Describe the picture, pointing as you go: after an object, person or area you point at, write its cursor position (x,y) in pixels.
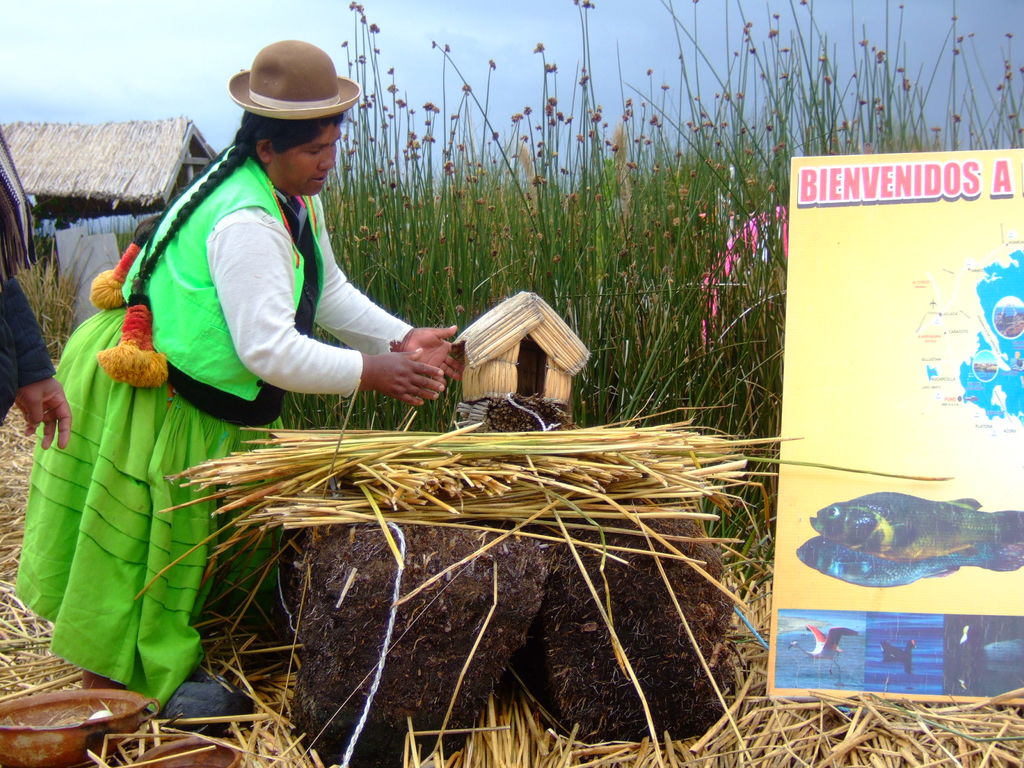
In this image there is a lady (83,438) wearing hat (286,91) on her head (242,123) and she is standing on the surface (291,740) of the dry grass (292,756), in front of her there is an object (556,555) on which there is a toy house (550,339) and grass (553,505) are placed, there are few objects (42,728) and a banner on the surface (306,744) of the grass (526,746). In the background (228,18) there is a hut (127,168), grass (773,380) and the sky (214,18).
